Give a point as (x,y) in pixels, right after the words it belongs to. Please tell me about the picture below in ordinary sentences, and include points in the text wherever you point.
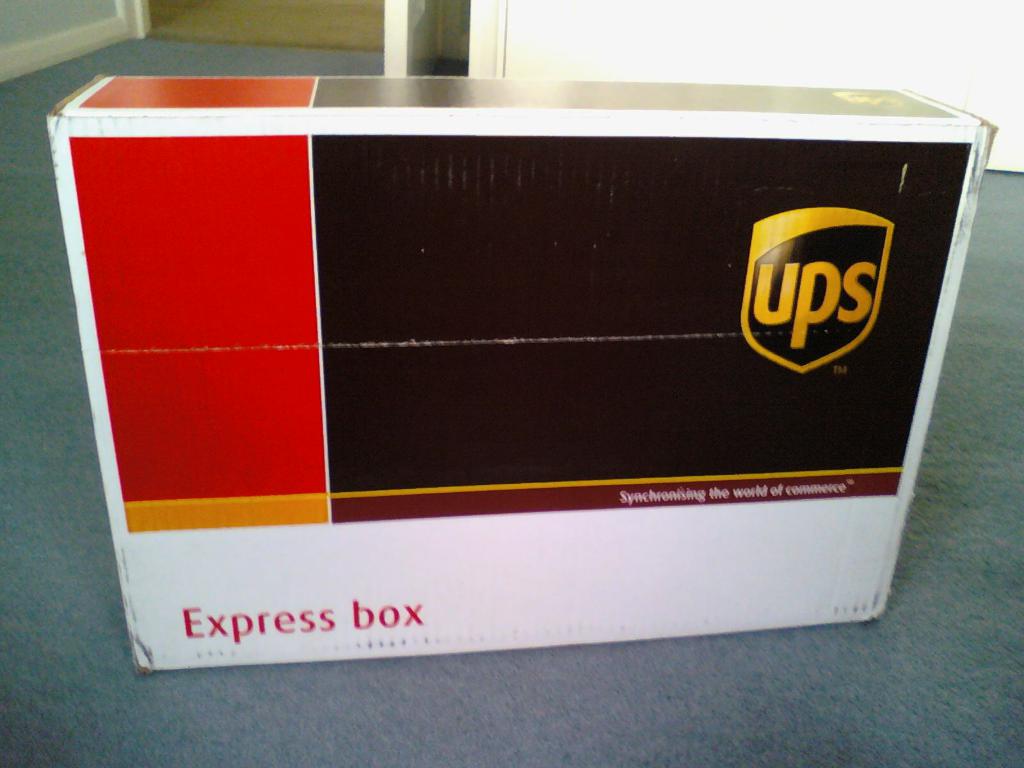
In the picture we can see inside the house (616,744) with a box (240,215) on the floor (698,756) and on it we can see a name UPS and behind it we can see the door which is opened.
